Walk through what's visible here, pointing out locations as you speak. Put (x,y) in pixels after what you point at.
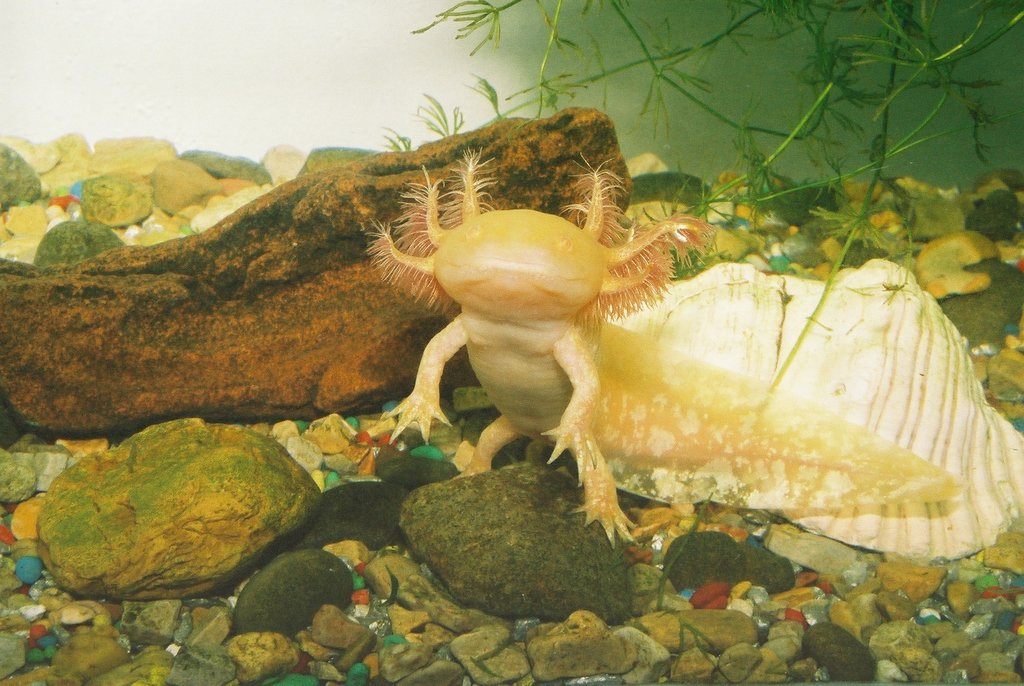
This is an inside view of the water (862,139). In this image I can see few stones (195,542), shell (796,362), a plant (822,81) and some other marine species (474,320).
